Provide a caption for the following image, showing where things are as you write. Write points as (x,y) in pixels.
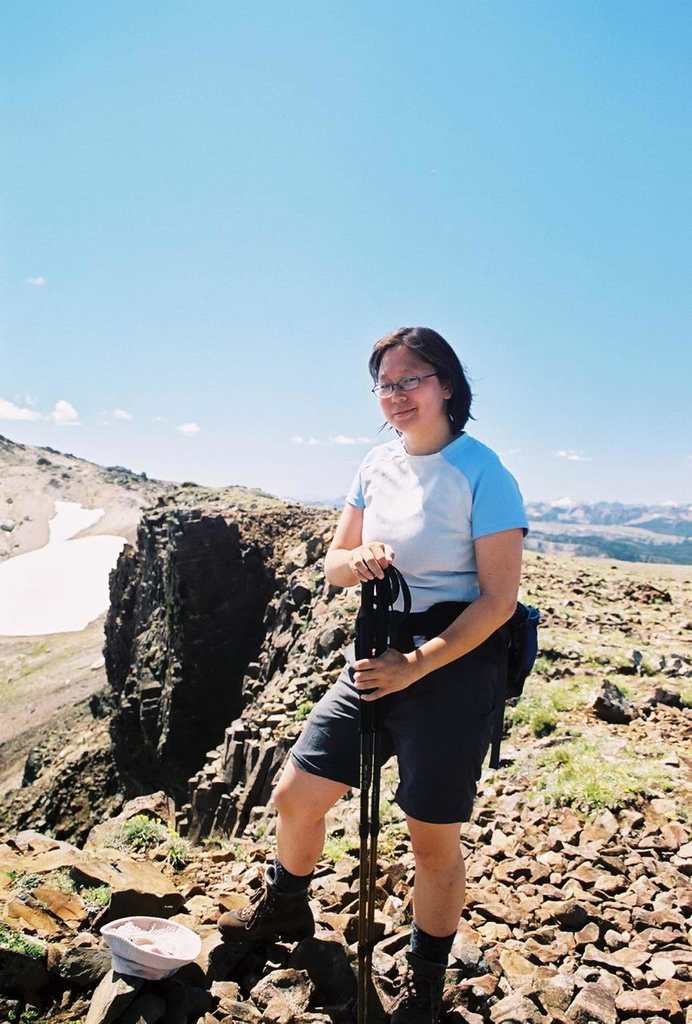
This picture is clicked outside. In the center (440,420) there is a woman (410,497) wearing white color t-shirt (436,548), holding an object (358,1006) and standing on the rocks (337,942) and we can see a white color object (181,963) placed on the rock (208,949). In the background (503,349) we can see the sky (307,289), rocks (202,540) and some other objects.
